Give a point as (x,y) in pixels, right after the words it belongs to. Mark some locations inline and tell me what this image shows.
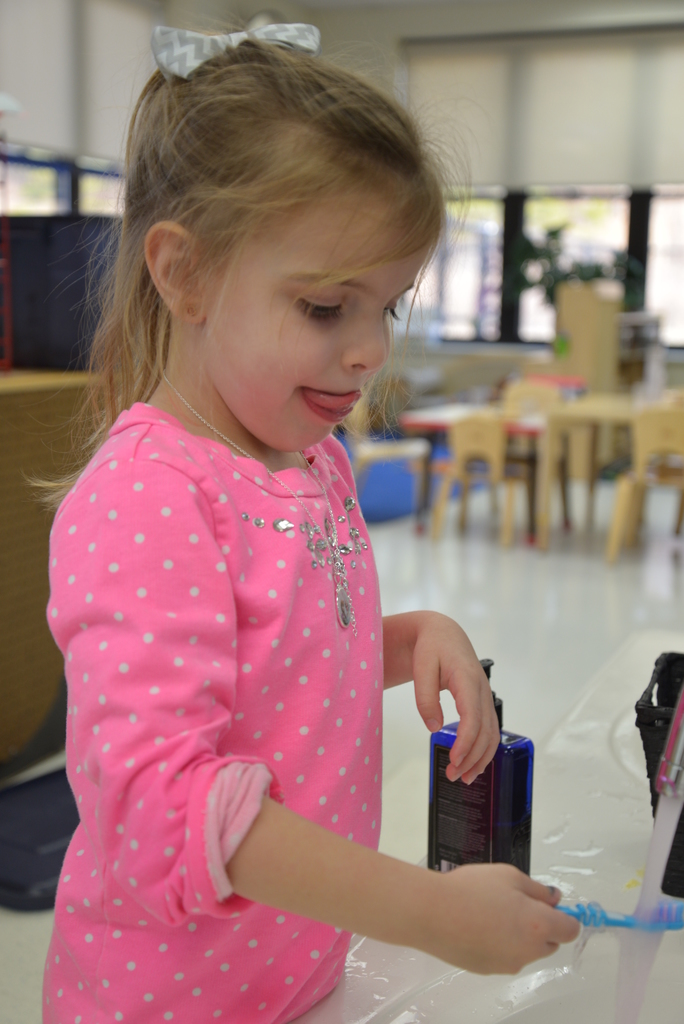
A girl (187,565) is standing on the floor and holding a tooth brush (581,912) in her hand (552,914) and cleaning it with water (656,834) and there is a lotion bottle (483,839) on the sink (576,805) and this is a tap (683,749). In the background (578,465) there are chairs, wall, windows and other objects (21,378).
